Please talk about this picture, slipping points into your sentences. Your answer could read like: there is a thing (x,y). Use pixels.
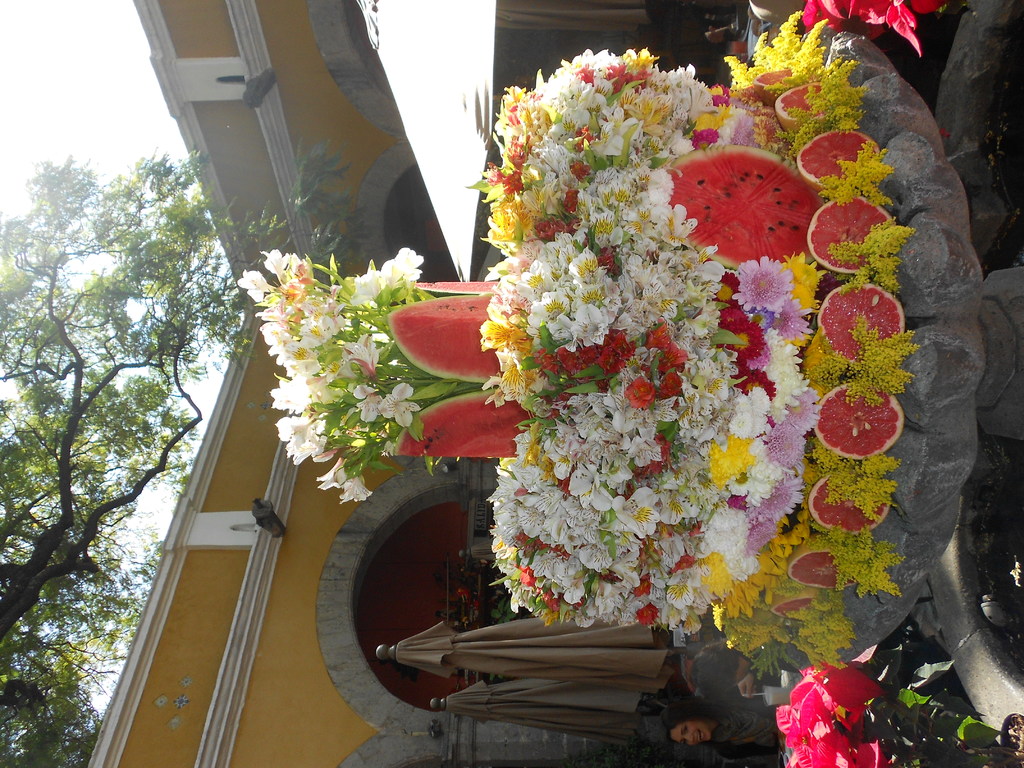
In this image I can see few flowers (754,412) in multi color, background (291,698) I can see the wall (300,640) in yellow color, trees (144,392) in green color and the sky (69,51) is in white color.
